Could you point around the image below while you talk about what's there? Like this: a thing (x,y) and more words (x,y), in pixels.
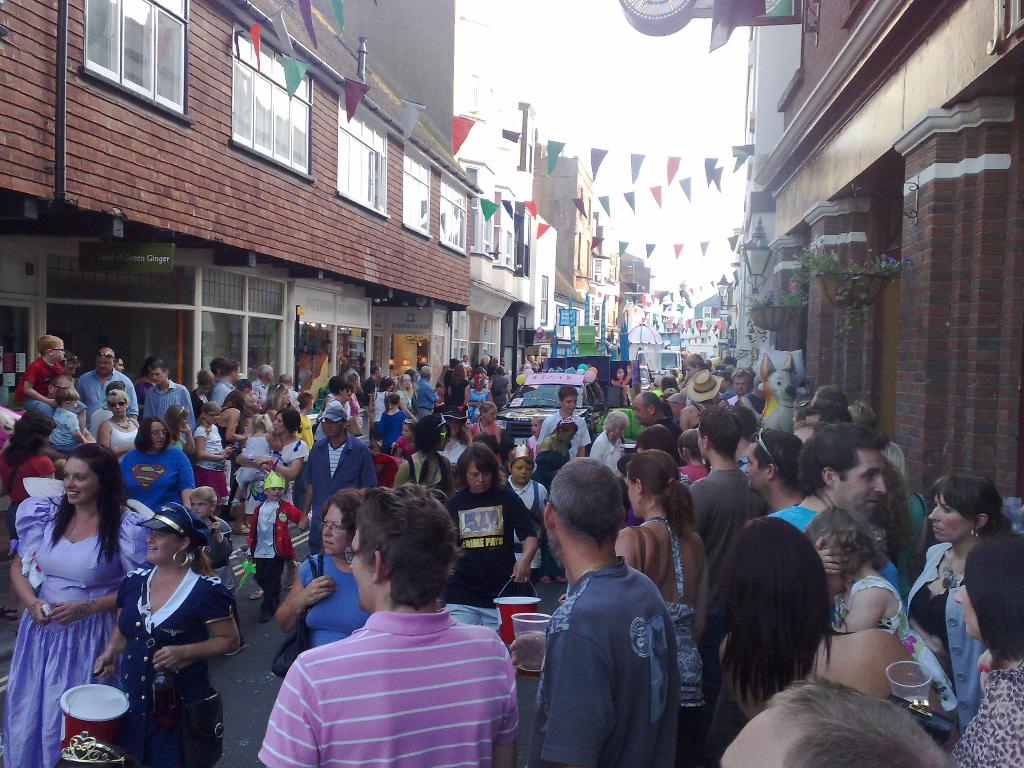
In the picture we can see public (869,488) standing on the road (239,746) between the buildings (148,11) and some are holding buckets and some are talking to each other and to the buildings (98,78) we can see windows (154,64) and glasses (132,14) to it and in the background (608,123) we can see a sky (596,84).
